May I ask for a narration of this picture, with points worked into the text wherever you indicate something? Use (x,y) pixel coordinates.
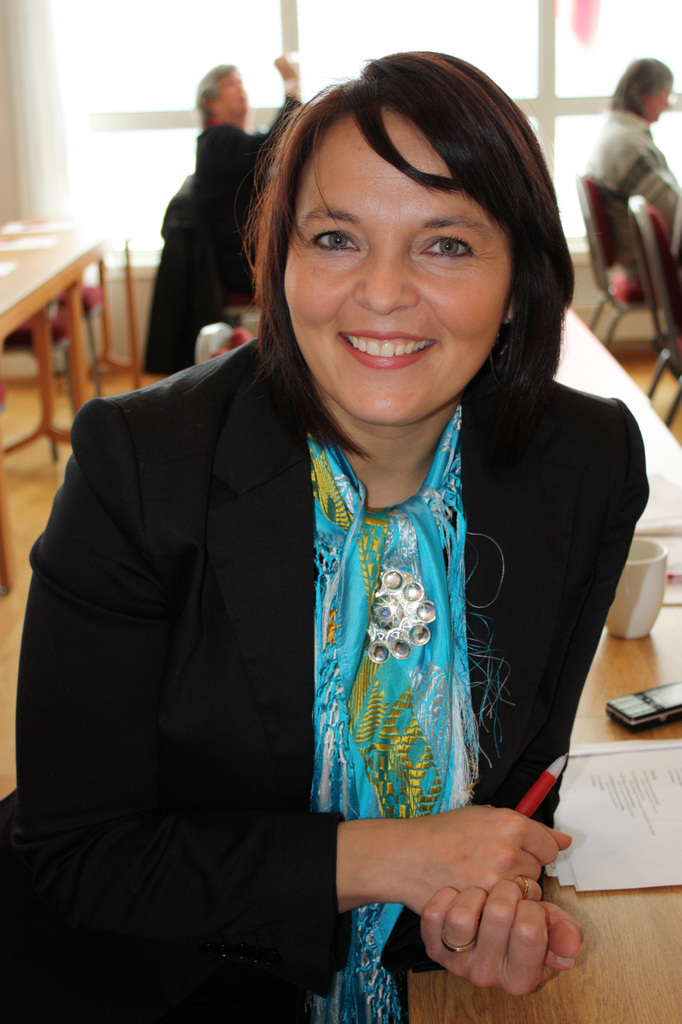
In the foreground (438,54) there is a woman (564,566), who is wearing a black suit (573,429) and blue scarf (359,613) and who is holding a pen (550,764) in her hand (558,839), having a smile (410,348) on her face (384,332). In the left middle of the background (53,266) and rightmost bottom of the image (669,1000) there are tables (654,1014) on which paper (676,599), cup (638,616), mobile (647,707) are kept. In the background of the image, there are two persons (622,96) sitting on the chair (679,270). In the left of the image (41,194), there is a curtain (41,99) which is white in color. In the background (106,50), there is a window (601,76) made up of glass (91,41). The picture looks as if it is taken inside the office (38,467).
